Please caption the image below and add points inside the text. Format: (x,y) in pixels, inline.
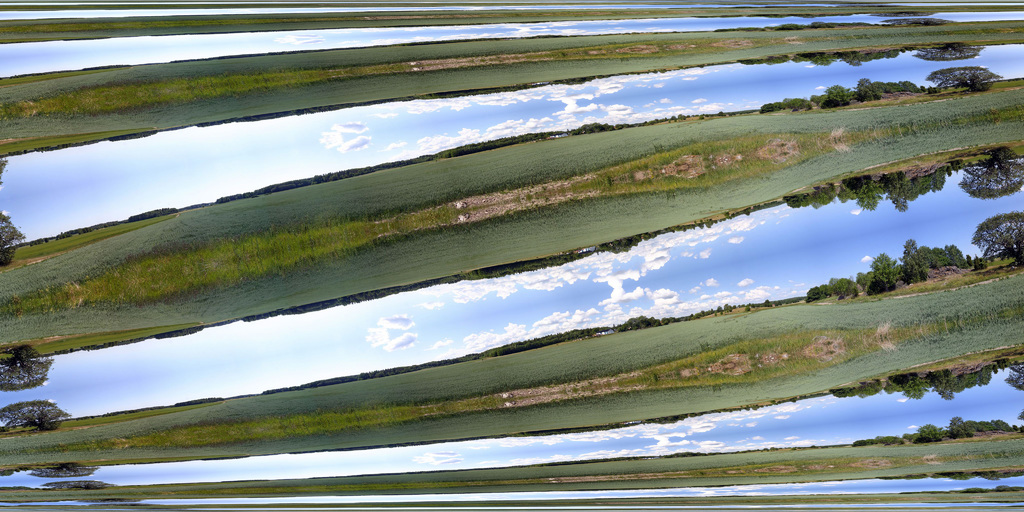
This is an edited image. In this picture, we see grass (381,249) and trees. We even see the sky (713,251) and the clouds (456,287). This is a mirror image.
